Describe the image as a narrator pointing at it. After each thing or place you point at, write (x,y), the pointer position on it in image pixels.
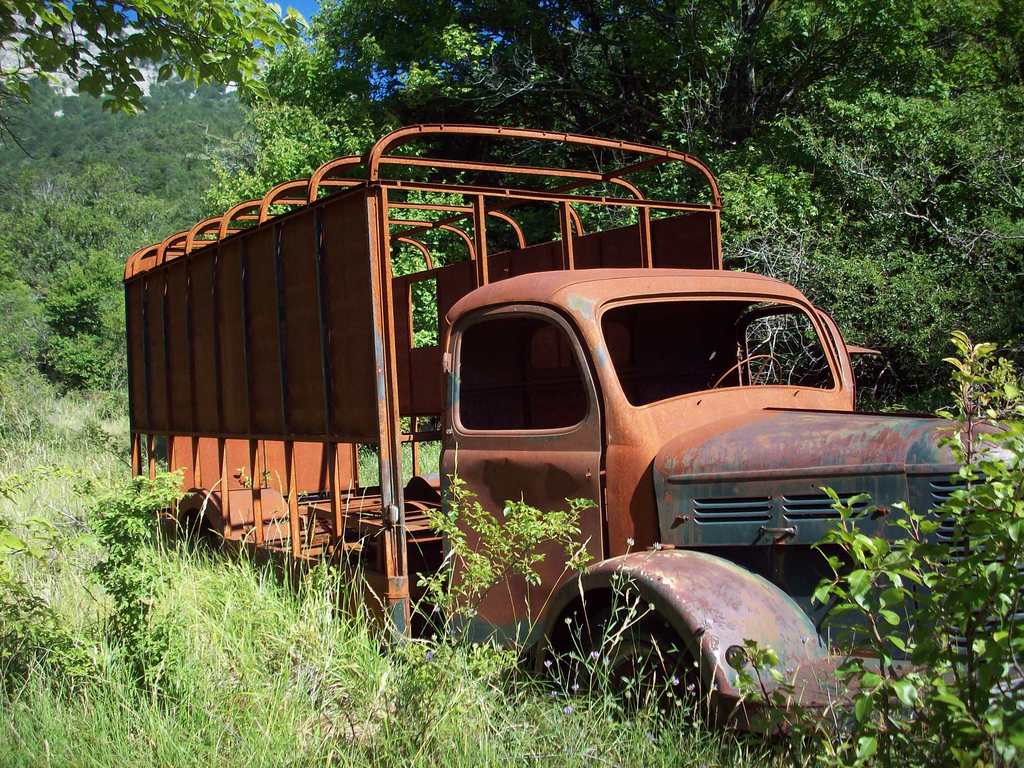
In this image we can see a vehicle (384,526) on the ground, there are some plants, trees (936,110) and grass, also we can see the sky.
